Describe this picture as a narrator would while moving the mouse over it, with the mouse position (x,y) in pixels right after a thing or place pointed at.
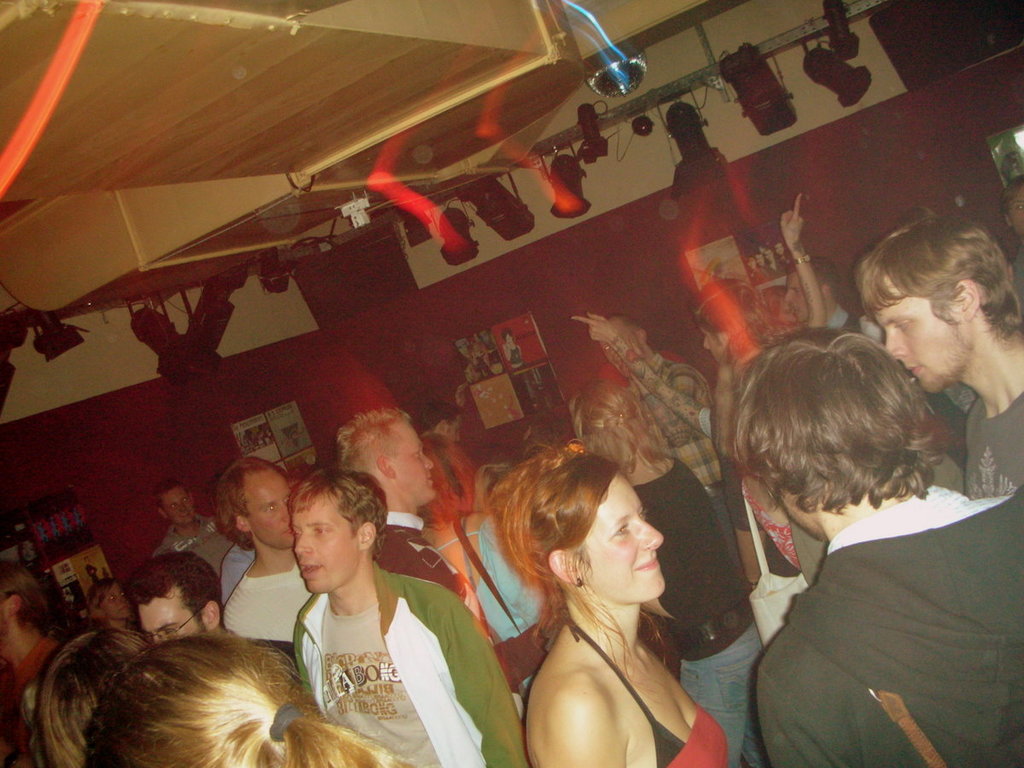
In this image there are a few people (483,481) around them there are posters (299,425) and photo frames (252,447) on the wall (677,298) and there are some objects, at the top of the image (748,52) there are lamps (735,56) and disco balls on the roof (373,187).
